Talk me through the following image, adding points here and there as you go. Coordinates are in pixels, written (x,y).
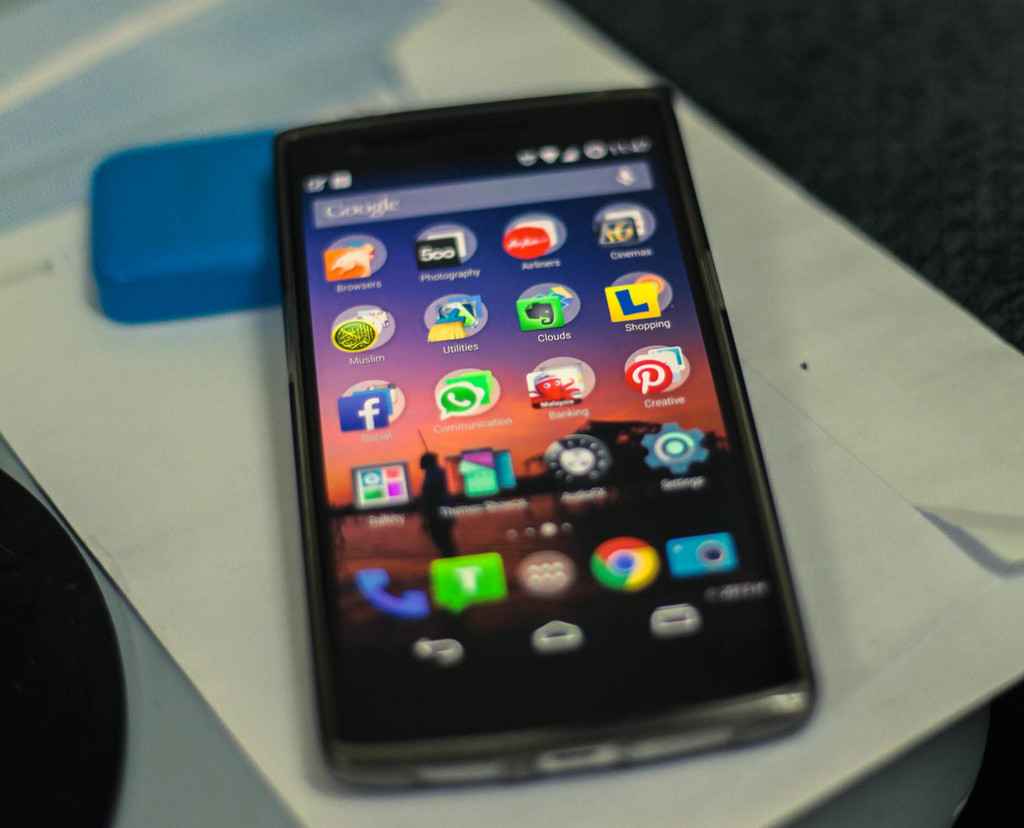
In this image we can see a mobile (752,499) placed on a paper (947,628).
